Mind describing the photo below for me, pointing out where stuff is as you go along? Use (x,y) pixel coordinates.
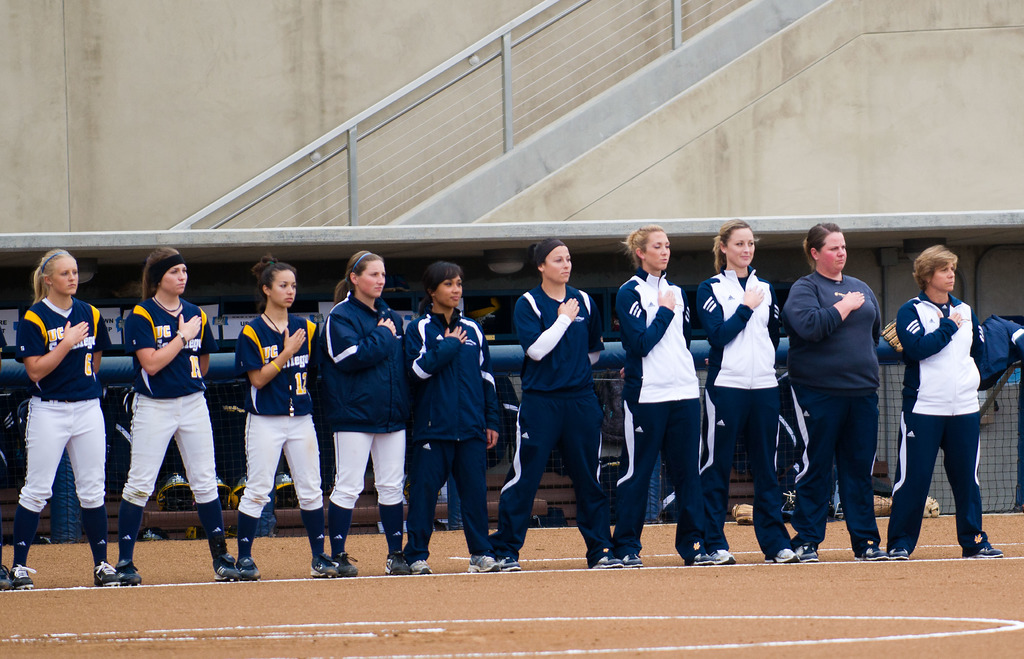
In this image we can see group of people (706,436) standing on the ground (108,625) wearing uniforms (261,393). In the background (1000,484) we can see a fence (613,384) with a coat (1005,337) placed on it and a staircase (451,144).
